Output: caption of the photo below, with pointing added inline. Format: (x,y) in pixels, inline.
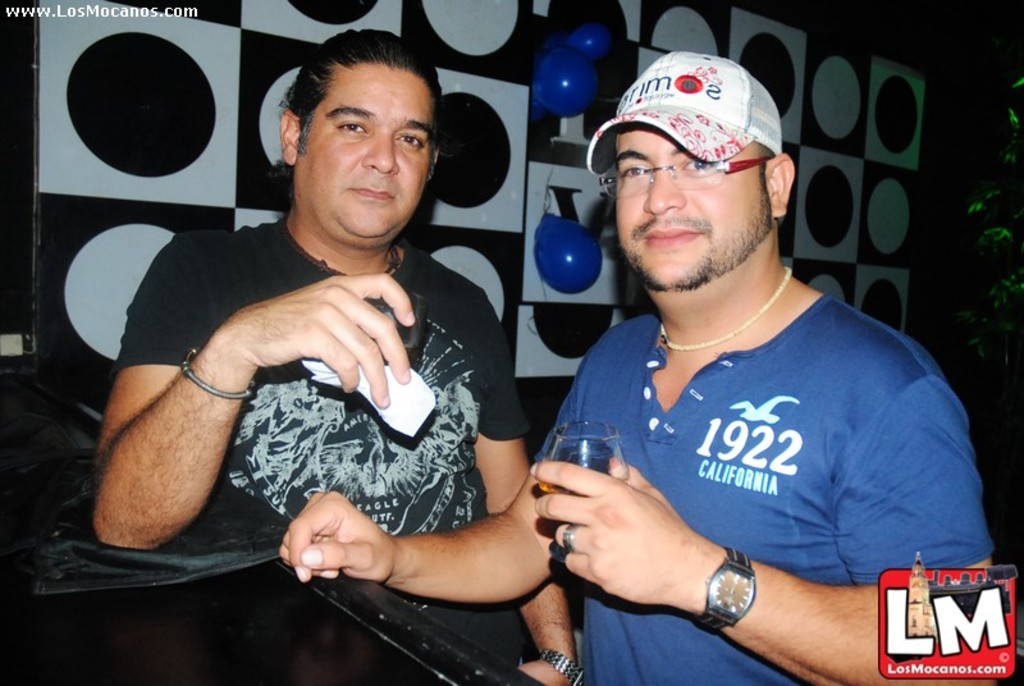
In this image there are two persons (334,361) standing and holding glasses (565,454), and in the background (133,252) there are balloons (542,73) on the board (557,196), plant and watermarks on the image.
